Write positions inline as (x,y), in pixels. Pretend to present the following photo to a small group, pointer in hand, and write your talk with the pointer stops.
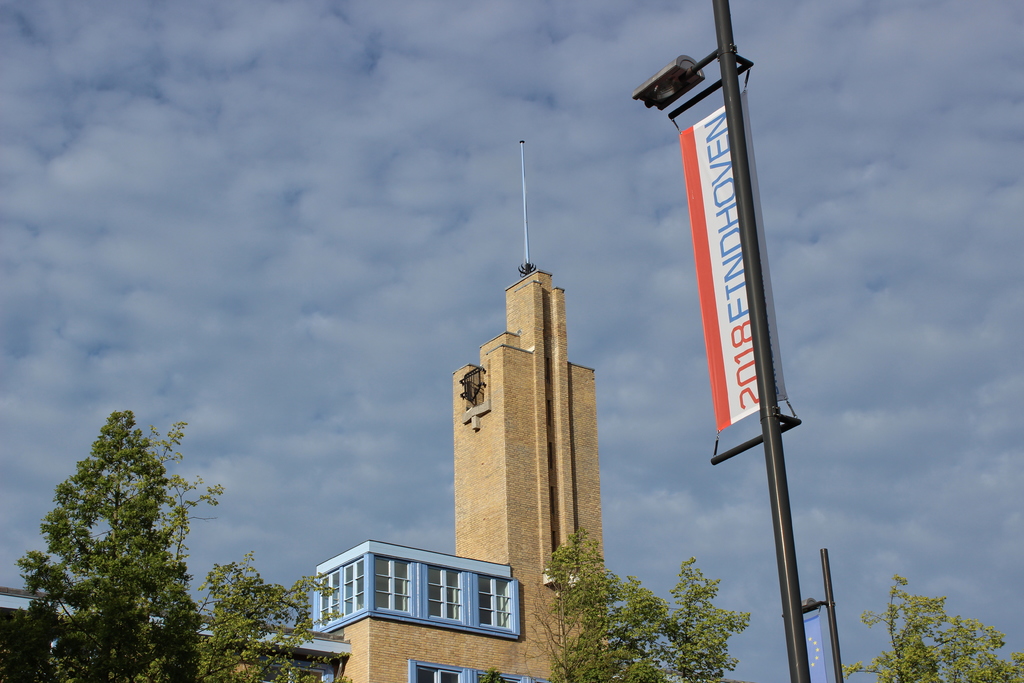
In this image I can see a banner (694,235) which is in white and red color attached to the pole (755,231). Background (863,635) I can see trees (878,642) in green color, a building (480,424) in brown and blue color, and the sky (405,195) is in blue and white color.
